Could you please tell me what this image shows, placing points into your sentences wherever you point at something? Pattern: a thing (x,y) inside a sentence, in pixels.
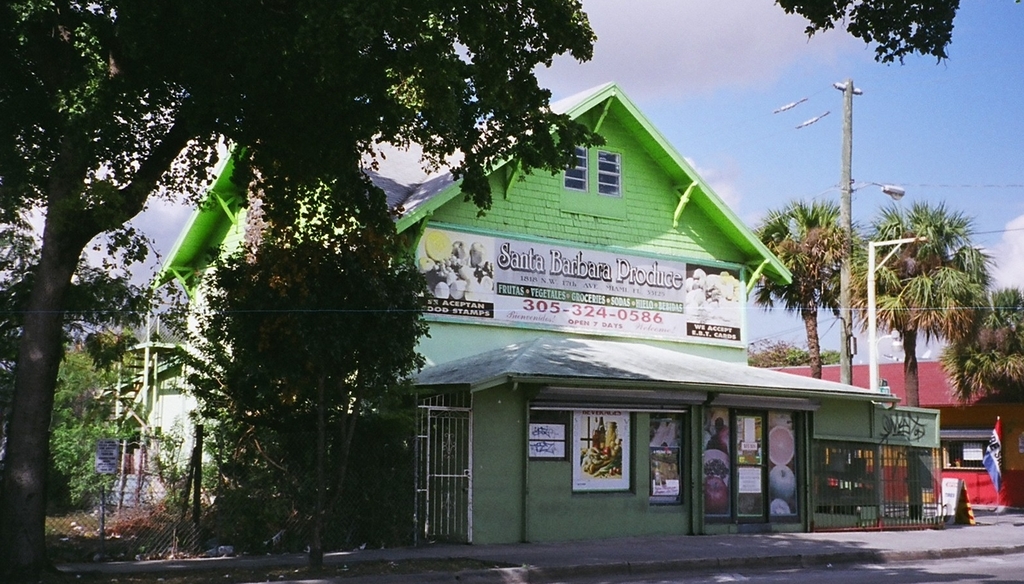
In this image we can see buildings (576,385), advertisements (707,413), flags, street poles (844,109), street lights (884,190), electric poles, electric cables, fences (108,529), grills (468,529), trees (494,126) and sky (866,160) with clouds (135,213).
